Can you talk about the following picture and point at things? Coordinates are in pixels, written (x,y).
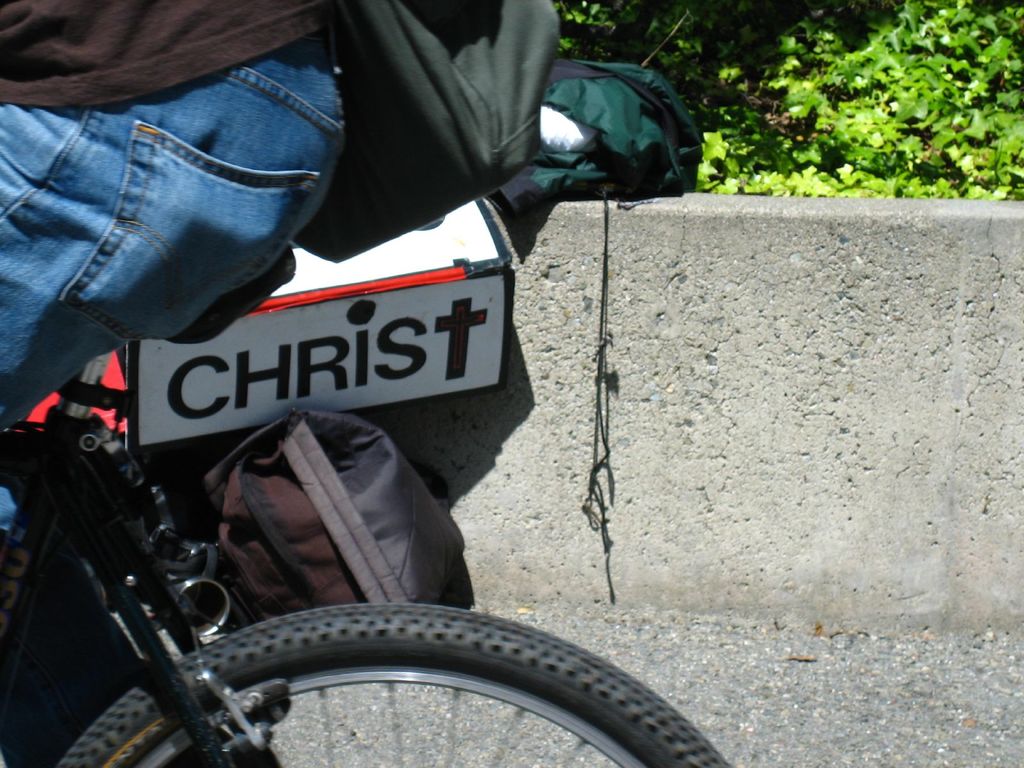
In the foreground of this image (141,555), there is a person (212,109) wearing a bag (432,65) is riding a cycle (366,659). Behind it, there is a box (484,292), two bags (394,509), wall (675,340) and the greenery (853,70) at the top (882,74).
